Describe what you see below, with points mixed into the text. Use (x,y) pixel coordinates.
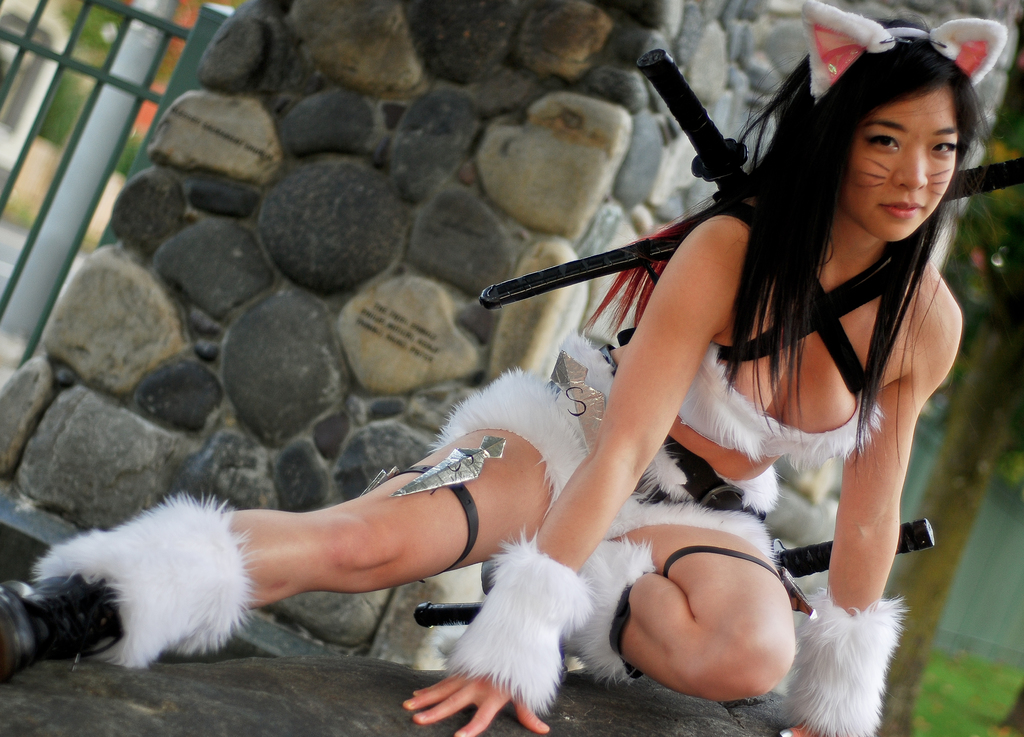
In this picture, we can see a woman (603,417) in the fancy dress (649,520) is in squat position and behind the woman (635,386) there is a stone wall (447,199), fence (62,56) and other things (927,560).
